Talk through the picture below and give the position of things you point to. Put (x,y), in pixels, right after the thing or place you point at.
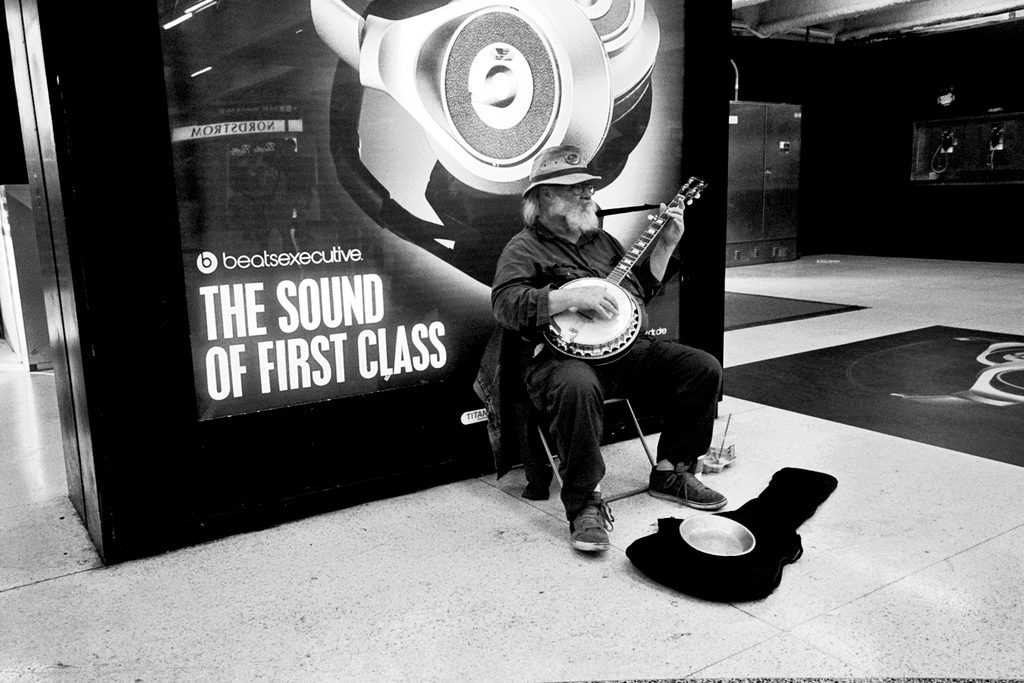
In the picture I can see a man (557,278) is sitting on a chair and playing a musical instrument (614,290). The man (556,232) is wearing a hat (574,165). Here I can see bag (735,559) and some other objects (719,540) on the floor (779,592). In the background (281,286) I can see a wall (219,144) on which there is a picture (443,61) of an object (494,35) and something written on it. This picture is black and white in color.
